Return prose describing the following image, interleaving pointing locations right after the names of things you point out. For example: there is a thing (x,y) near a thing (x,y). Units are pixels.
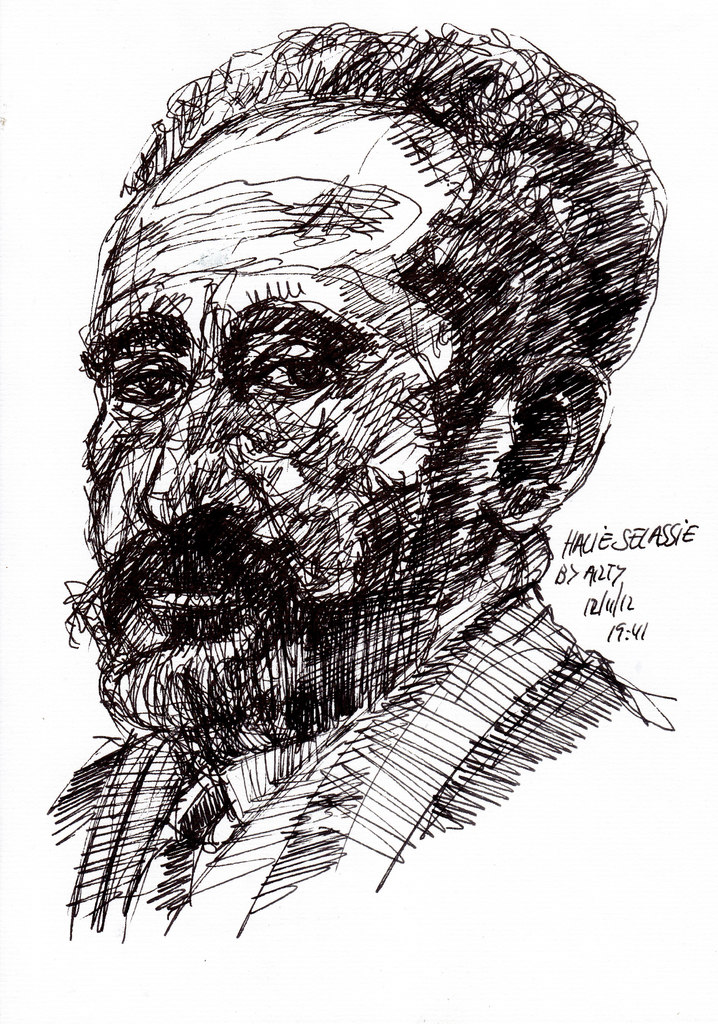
In the center of the image (471,532) there is a drawing (195,211) of a person (195,225) and there is some text (568,568) written.
